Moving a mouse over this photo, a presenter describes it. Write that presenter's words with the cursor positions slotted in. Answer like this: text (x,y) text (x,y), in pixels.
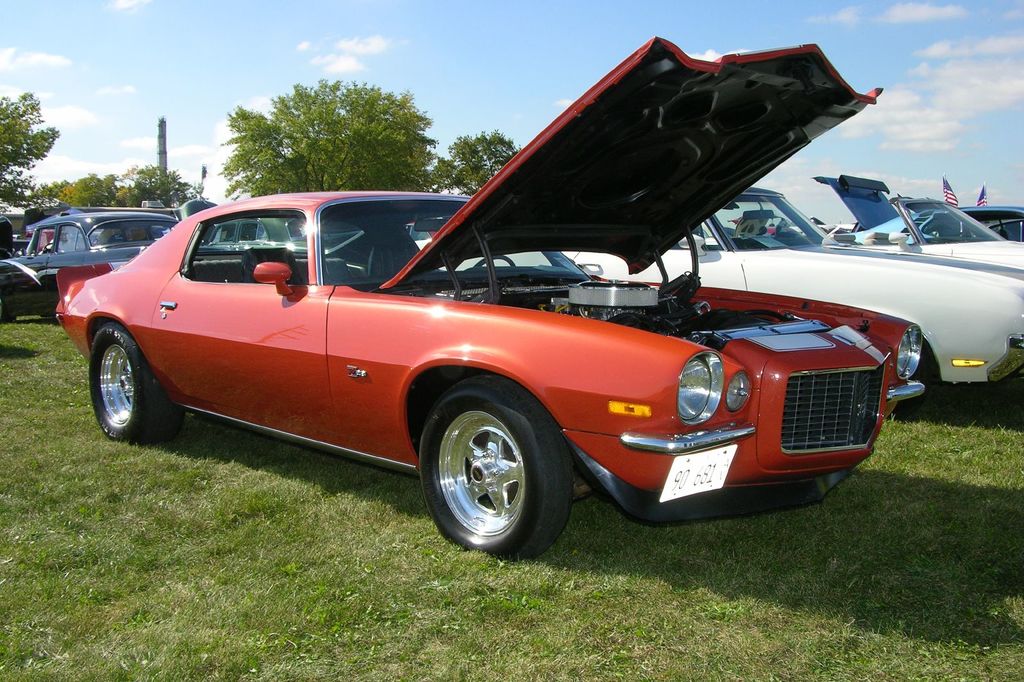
In this picture there are cars (514,252) and grass (60,564). In the background (266,157) towards left (330,161) there are trees (39,157). In the background (985,188) towards right (979,195) there are flags (952,193). Sky (398,71) is sunny.
